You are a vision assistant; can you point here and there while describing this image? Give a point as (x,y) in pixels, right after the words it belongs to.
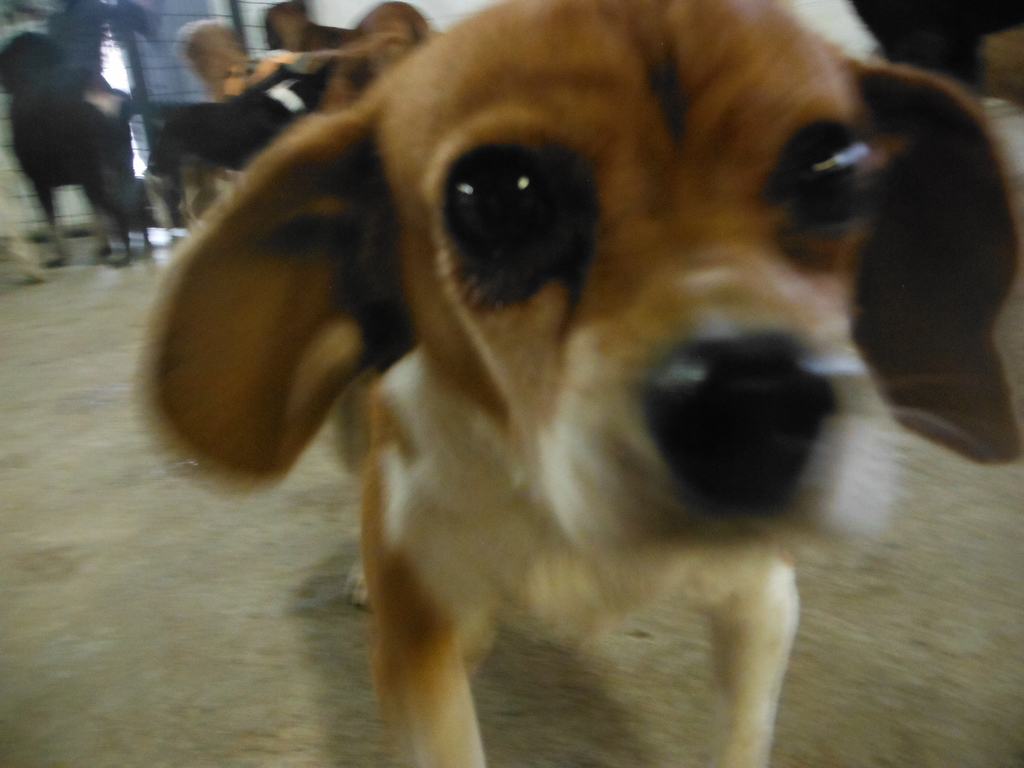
In this picture there is a small brown color dog (773,443) looking into camera. Behind we can see another black dog (79,130) and a iron grill (183,47).
